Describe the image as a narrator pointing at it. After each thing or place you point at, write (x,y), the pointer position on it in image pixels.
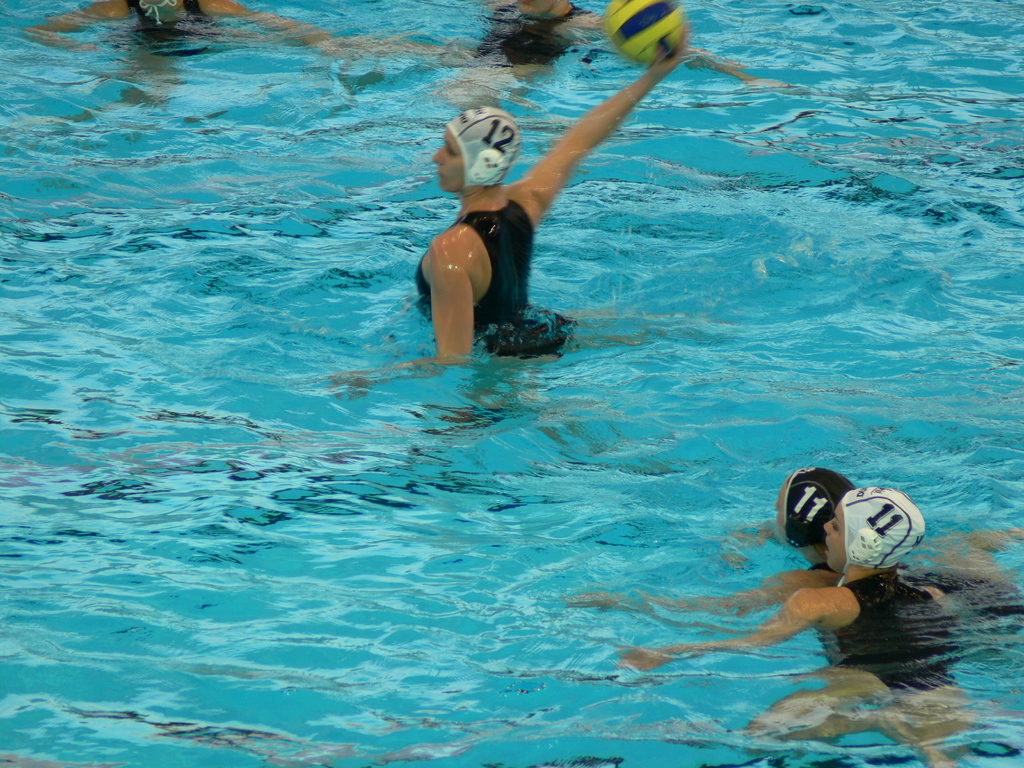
This picture is taken in the swimming pool (802,336). In this image, on the right side (881,640), we can see two people (864,578) are swimming. In the middle of the image (481,288), we can see a person (529,333) holding a ball (653,52). In the background (573,26), we can see two people (567,42) and water (338,519) in a pool (338,519).
